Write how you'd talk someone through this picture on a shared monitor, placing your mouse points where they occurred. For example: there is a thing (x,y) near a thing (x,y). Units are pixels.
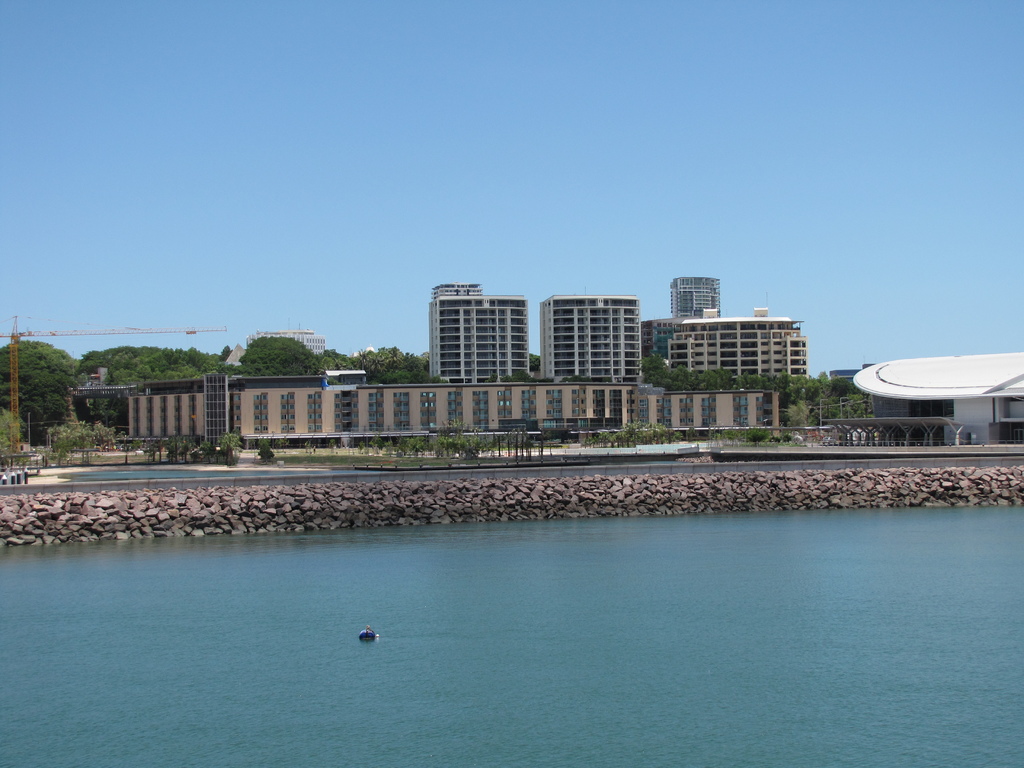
There is a river (462,621) and in front of the river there are some buildings (496,344) and in the left side (11,333) there is a big crane (12,405), around the buildings (180,405) there are plenty of trees (83,424).
